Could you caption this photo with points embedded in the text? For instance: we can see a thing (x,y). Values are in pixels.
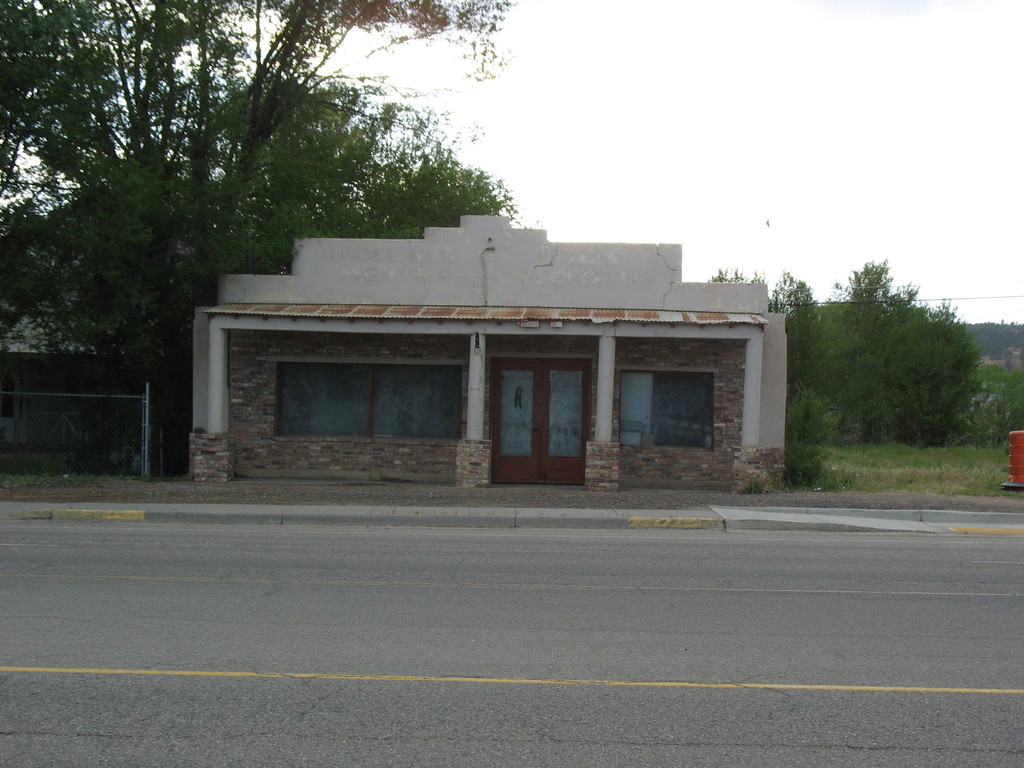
In this picture we can see a house (452,406) in the middle (603,379), in the background (789,353) there are some trees (165,199), on the right side (924,470) we can see grass (913,452), there is the sky (803,159) at the top of the picture (666,122), at the bottom (454,617) there is road (346,657).
